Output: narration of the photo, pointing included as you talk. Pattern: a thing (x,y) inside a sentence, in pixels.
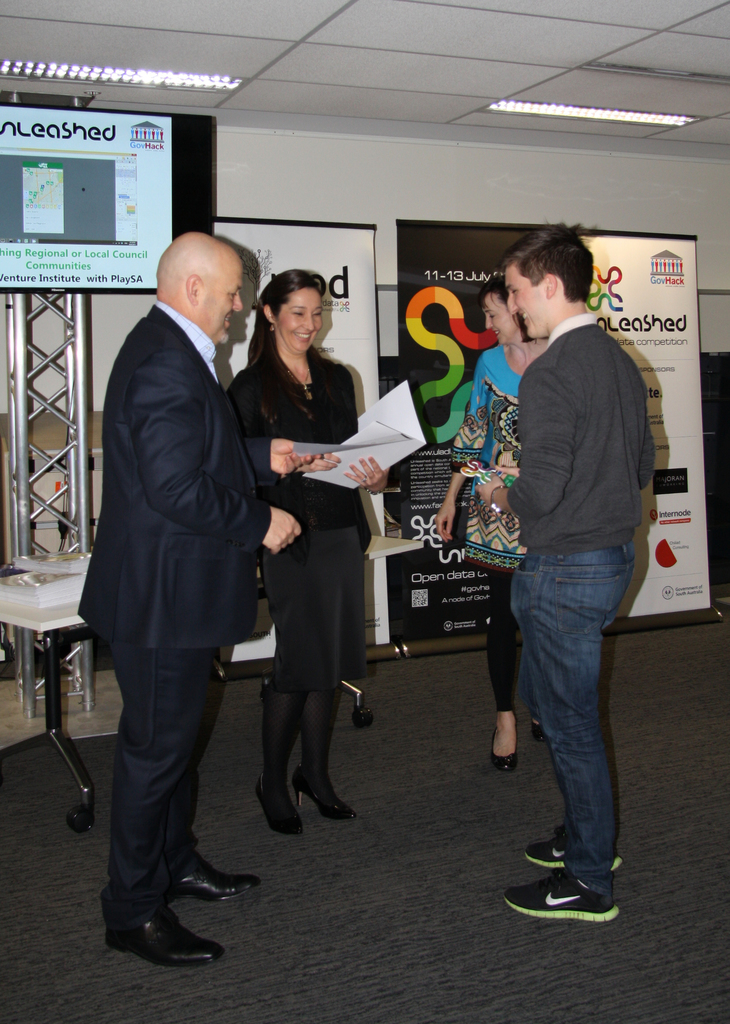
In this image I can see 4 people (512,670) standing. 2 people (320,497) are holding papers (340,449) in their hands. There is a table (1,613) and banners (662,375) behind them. There are lights (153,80) on the top (153,80).
